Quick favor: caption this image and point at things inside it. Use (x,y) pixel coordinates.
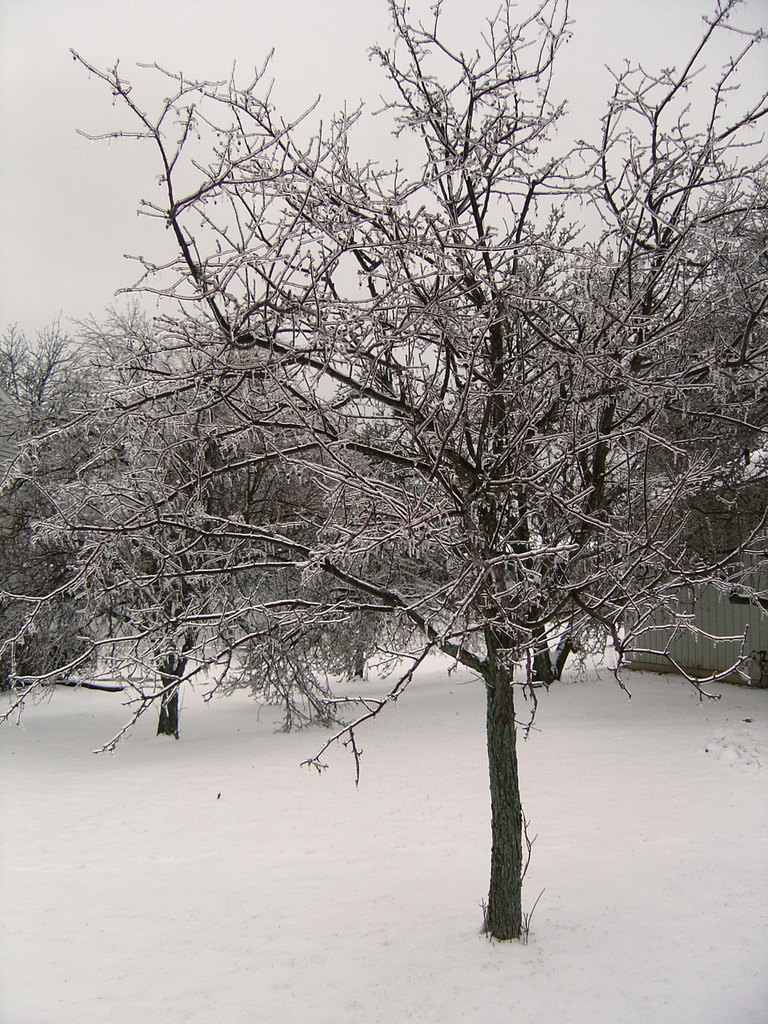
In this image I can see dried trees (214,663) and snow (200,697) and the image is in black and white.
